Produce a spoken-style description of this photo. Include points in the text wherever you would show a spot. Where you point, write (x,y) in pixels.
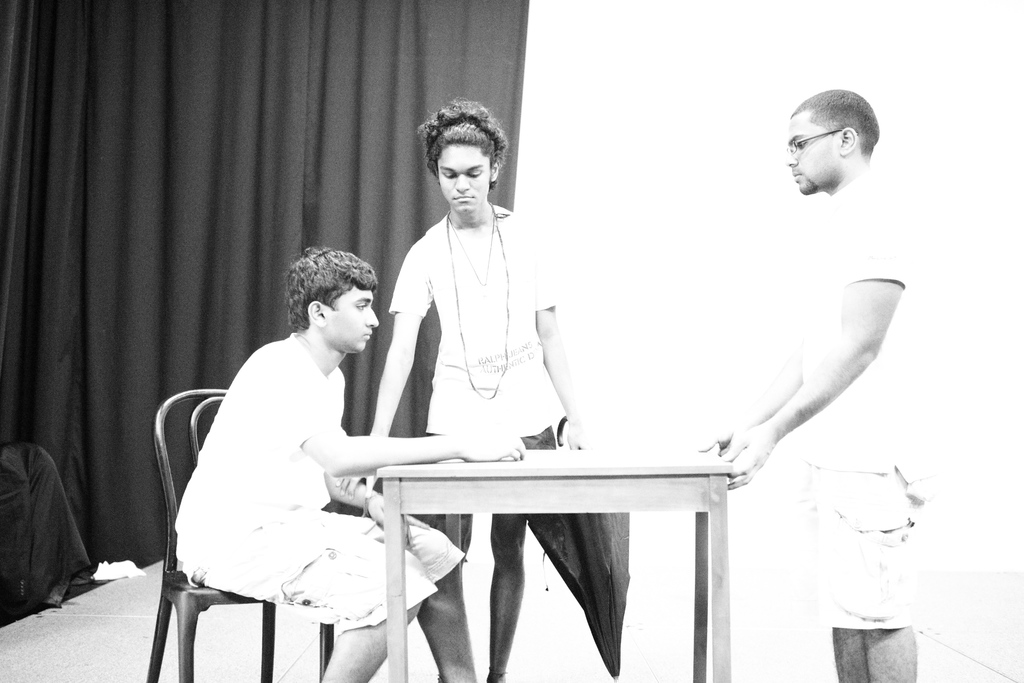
This picture consists of three persons (897,614) in which one person (282,596) is sitting in the chair (166,575) and other two persons (512,639) are standing. There is a table (516,512). Backside of image there is a curtain (23,1).
